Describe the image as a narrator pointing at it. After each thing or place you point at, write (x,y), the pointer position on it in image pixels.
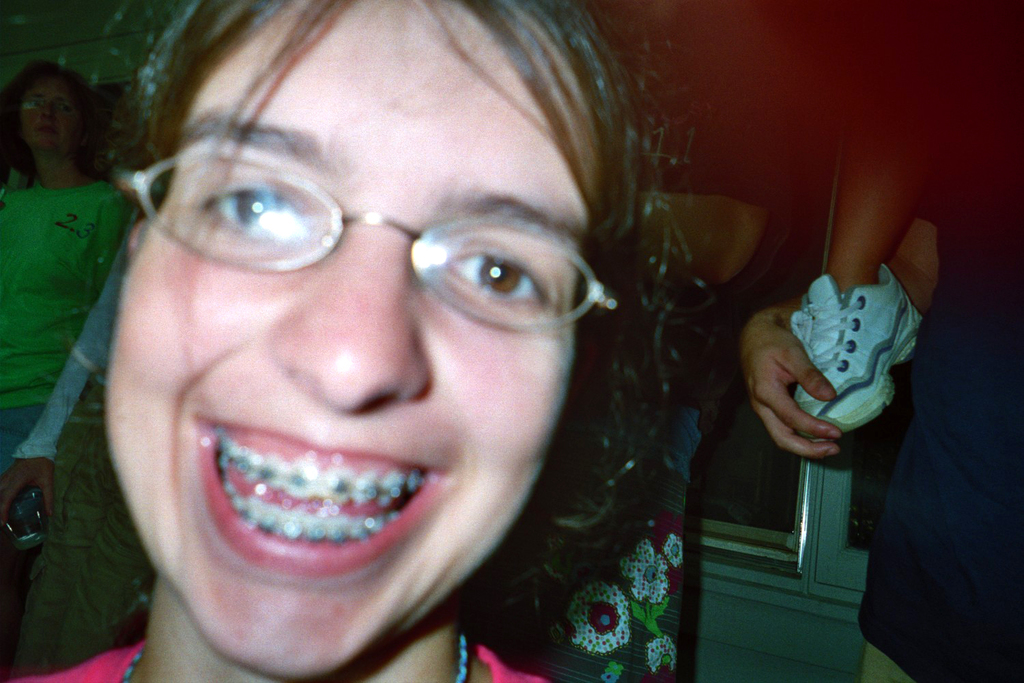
In this image, we can see a person (296,220) who is wearing spectacles (265,205) with his mouth (375,493) open and he is also having clips (332,535) to his teeth (301,528) and there are some other people (61,140) who are present at the back of this person (387,677).
